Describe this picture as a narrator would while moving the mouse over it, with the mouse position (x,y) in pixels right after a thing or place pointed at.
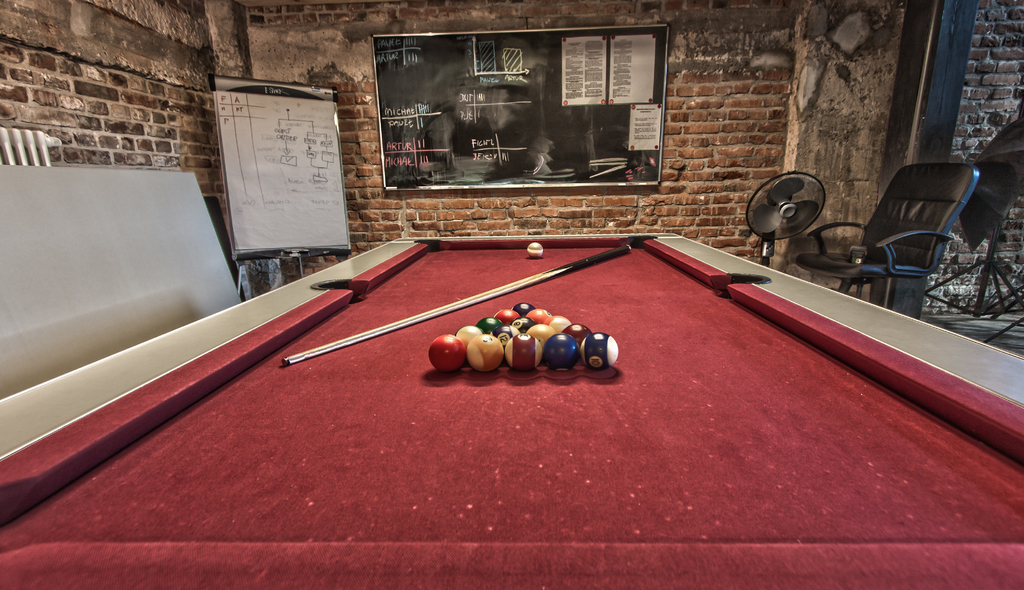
On the background (544,15) we can see a wall (803,74) with bricks (62,120), board (519,148) and something written on the boards (309,132) and we can see a papers (589,88) also pasted on the boards (333,154). This is a table fan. We can see chair (948,220) here. This is a snooker table (506,418).
